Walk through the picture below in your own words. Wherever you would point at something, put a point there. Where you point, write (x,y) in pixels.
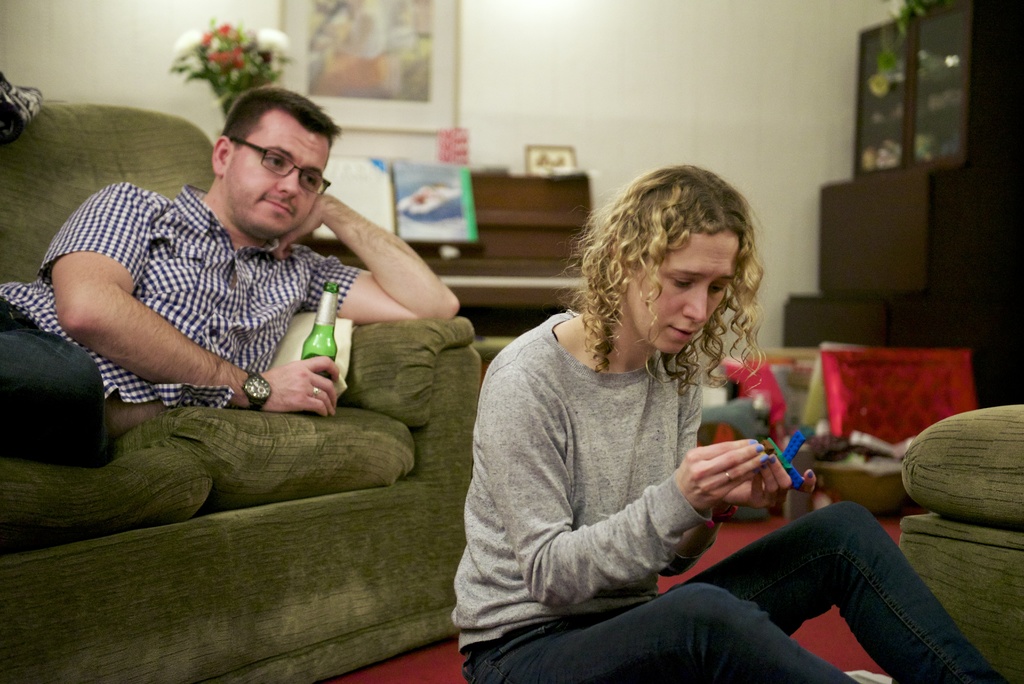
The image is taken in a room (579,161). In the center of the picture (652,357) there is a woman (656,627) sitting and holding an object (774,451). On the left (38,148) there is a couch (64,552), on the couch (4,528) there is a person (191,290) holding bottle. On the right (1008,487) there is an object (984,463). In the background (546,196) there are frames (402,39), wooden objects (507,207), boxes (901,373), flowers (237,54), wall (619,134) and many other objects (834,393).
